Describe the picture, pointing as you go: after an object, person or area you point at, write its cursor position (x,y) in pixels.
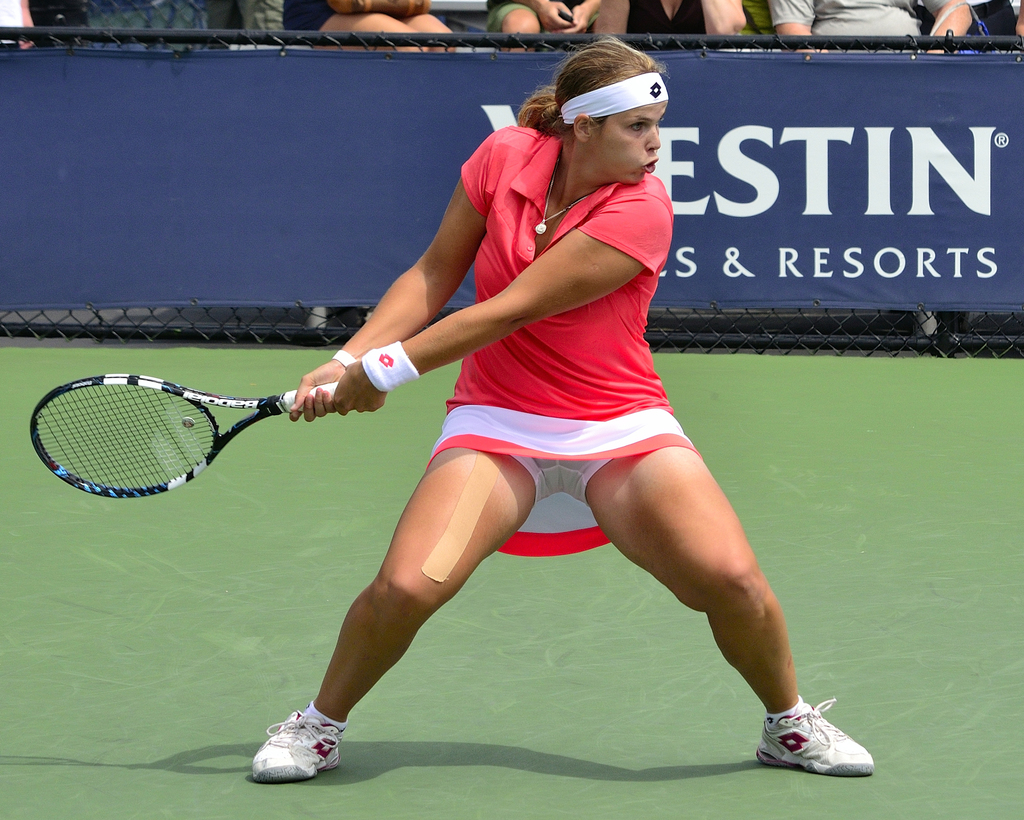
Here we can see that a woman (641,117) is standing on the ground (266,371), and holding a racket (225,395) and here are the people (613,3) sitting.
